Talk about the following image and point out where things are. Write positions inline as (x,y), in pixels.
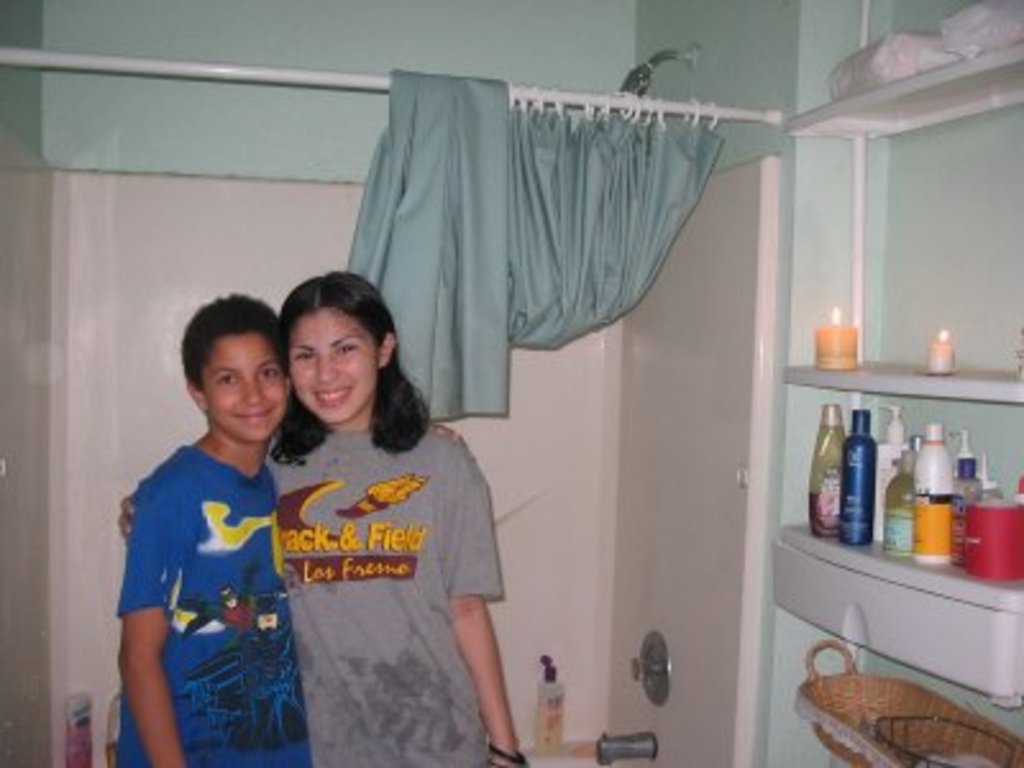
In the foreground of this picture (339,474), there are two persons (278,547) standing and having smile on their faces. On the right (935,474), there are bottles (913,471), and candles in the shelf (866,561). In the background (571,205), there is a curtain (600,173) and few bottles (79,725), wall (244,274) and the tap (650,686).
